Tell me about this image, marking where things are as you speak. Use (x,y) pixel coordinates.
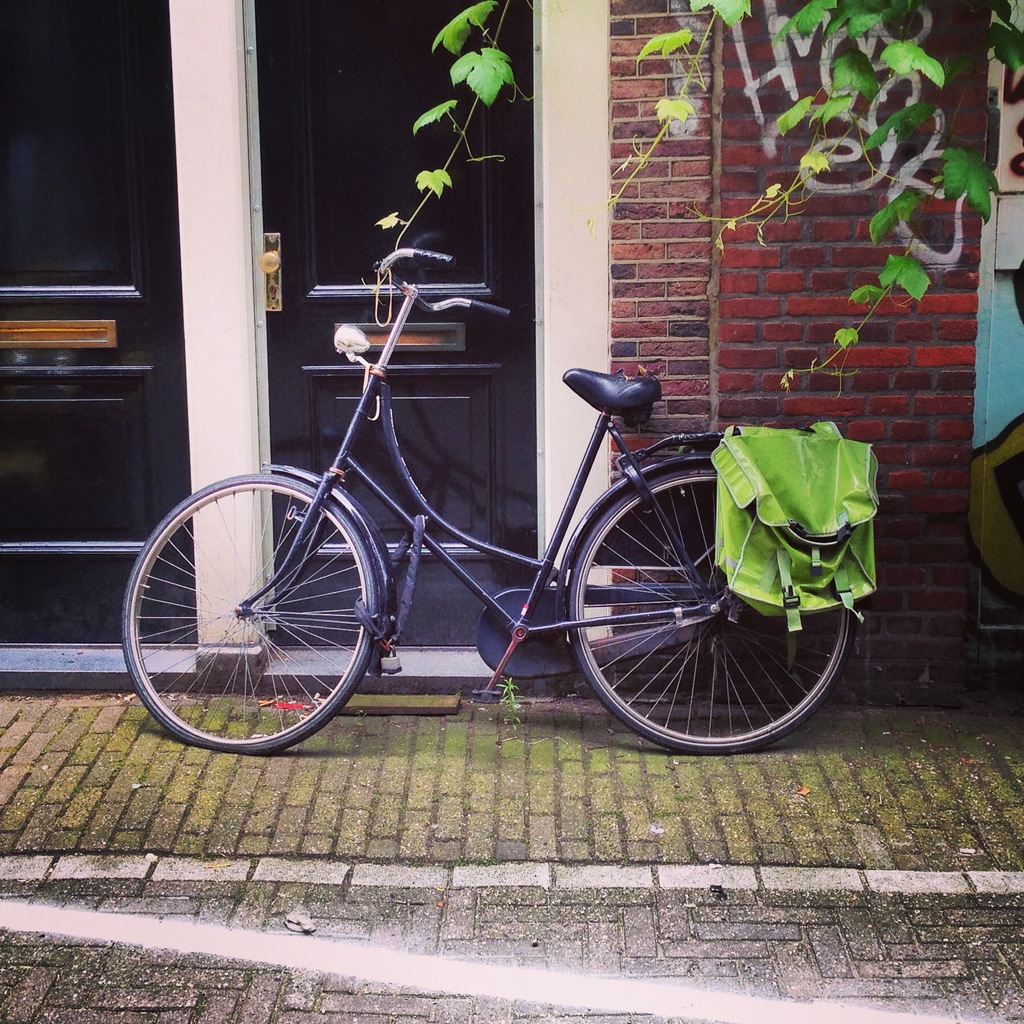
In this image in the center (531,637) there is a bicycle (486,541) and on the bicycle (577,555) there is a bag (804,529) which is green colour. On the top (857,65) there are leaves (868,80). In the background (320,128) there is a door (358,245) and there is a wall (727,247).
